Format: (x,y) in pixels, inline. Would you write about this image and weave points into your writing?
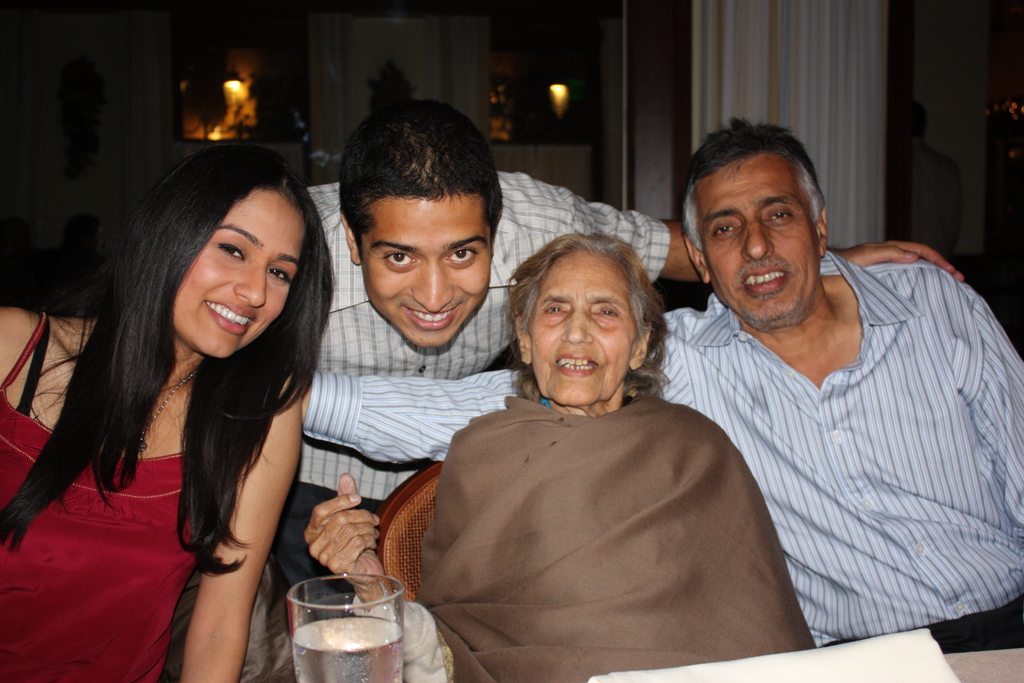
In the center of the image (559,346) we can see three people (792,317) sitting and smiling. In the background (475,324) there is a man (369,329) standing. We can see lights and a curtain (797,102). At the bottom (385,650) there is a table (966,674) and we can see a glass (368,670) and napkins (829,653) placed on the table (995,669).
